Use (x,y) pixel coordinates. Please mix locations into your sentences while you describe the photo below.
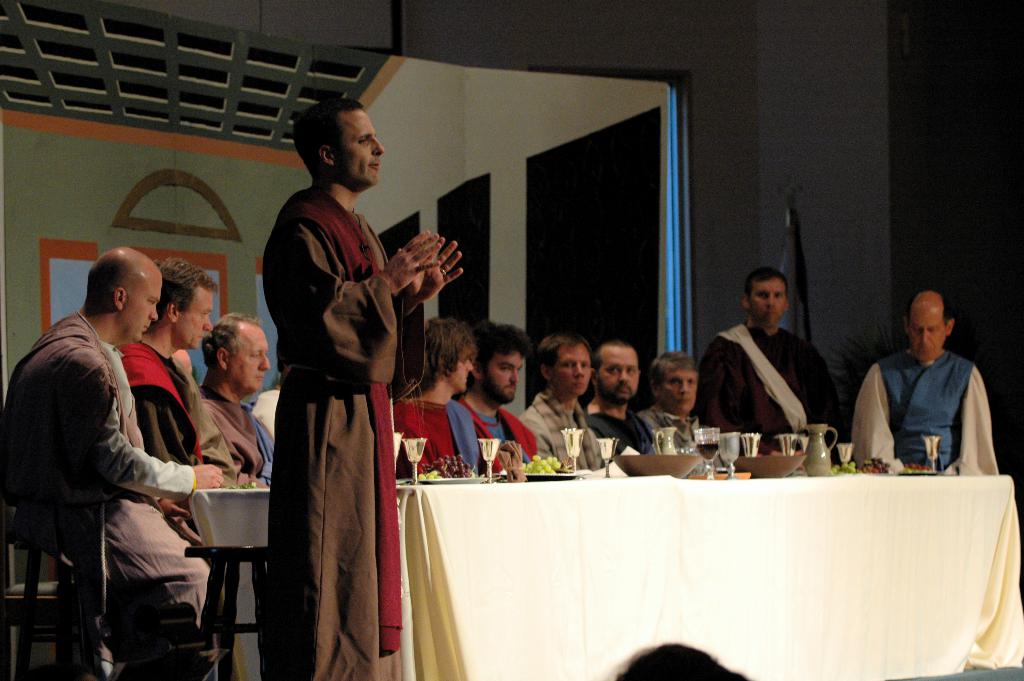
a person (308,416) is standing wearing a brown dress (341,453). behind him people (428,391) are sitting on the chairs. at the right (717,375) ,2 persons (798,363) are standing. in front of them there is a table (587,478) on which there are glass (489,452), fruit (533,463), bowls (681,467).
